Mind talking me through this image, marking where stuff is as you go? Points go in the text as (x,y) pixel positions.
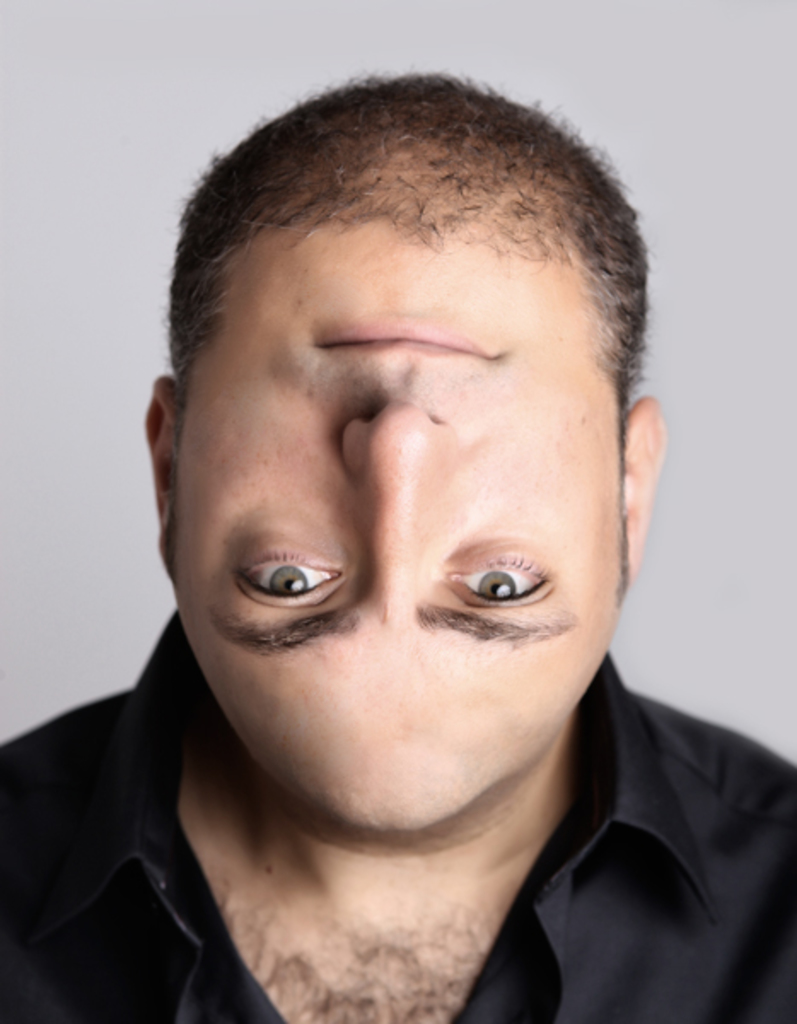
In this picture we can see a person (459,765) having reverse head (395,558).
